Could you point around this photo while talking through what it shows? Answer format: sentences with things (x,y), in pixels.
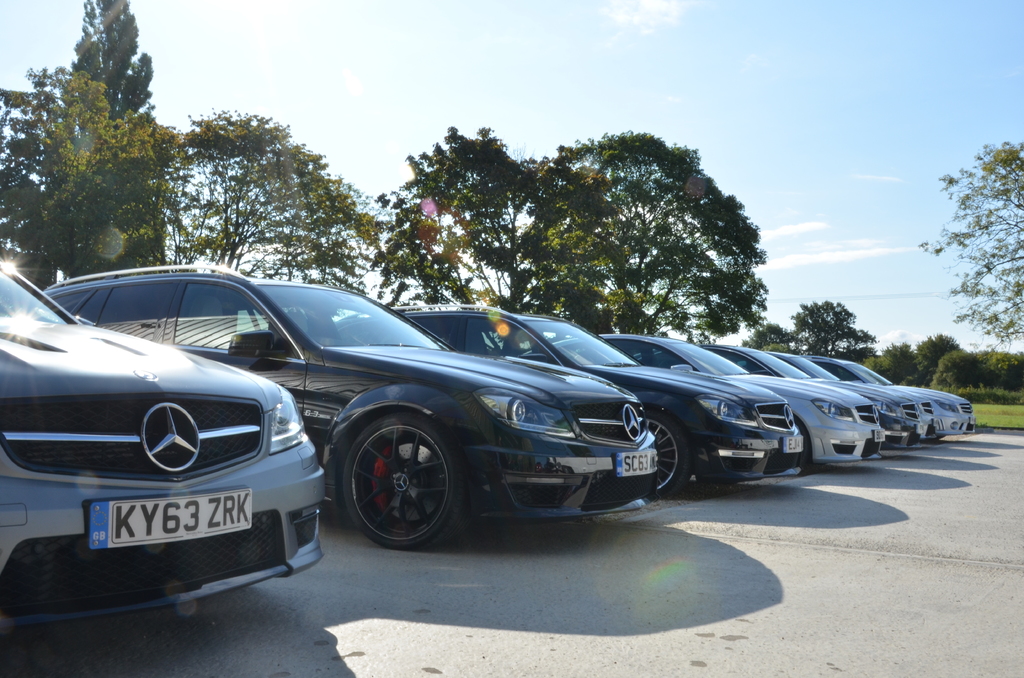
In this image there are cars (519,393) in the center (460,411) and in the background (367,241) there are trees (791,335). There is grass (1014,411) on the ground (1005,422) and the sky (570,70) is cloudy.
